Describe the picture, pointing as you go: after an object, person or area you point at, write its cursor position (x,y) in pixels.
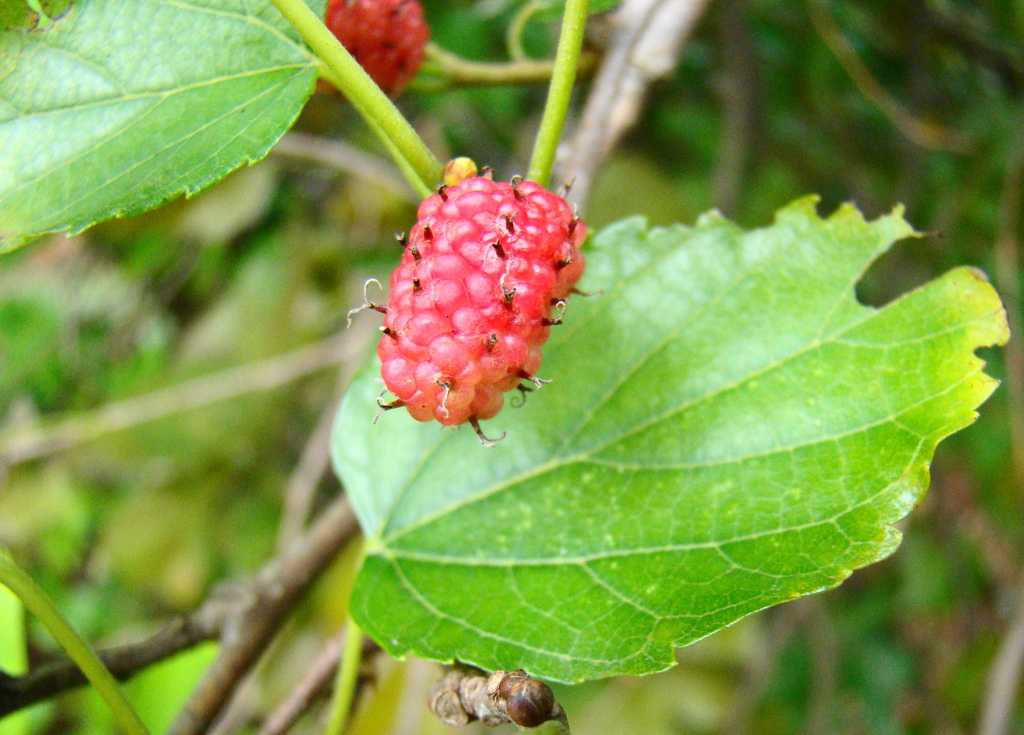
This picture is clicked outside. In the center (489,295) we can see the plant (509,245) of a mulberry (510,332) and we can see the leaves (766,399) and stem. The background of the image (833,155) is blurry and we can see the grass (334,242). In the foreground (538,697) there is an object (494,700) seems to be a bud (507,702).
